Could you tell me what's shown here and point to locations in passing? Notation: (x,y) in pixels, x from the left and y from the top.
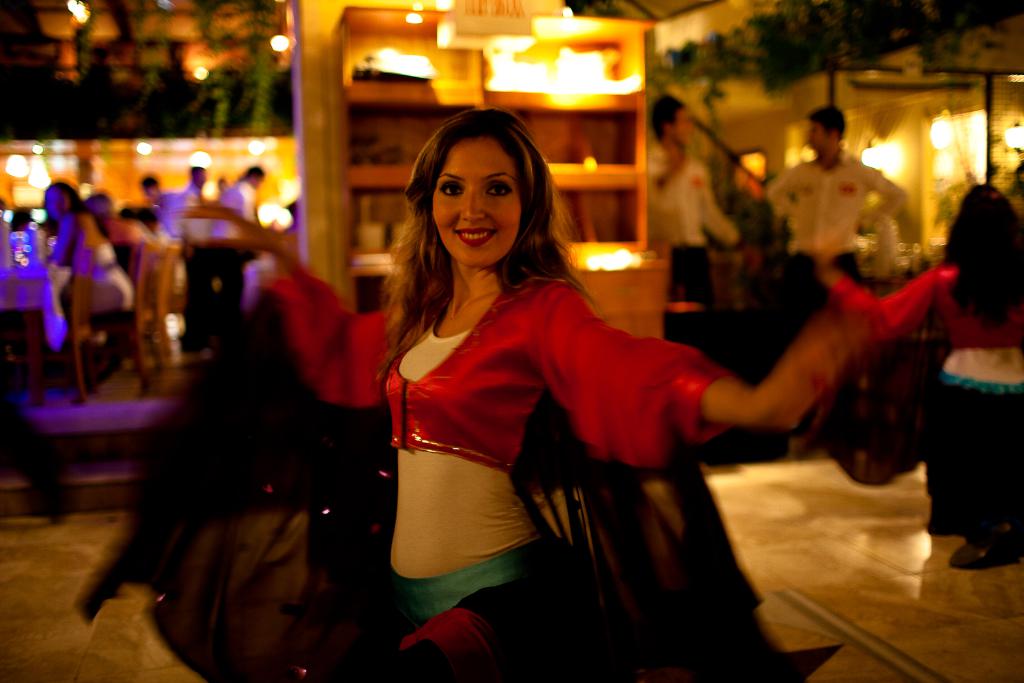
In the foreground of the picture (524,625) there is a woman (529,299), she is dancing. The background (72,112) is blurred. In the background (763,51) there are lights (42,160), plants (752,65), people (158,213), chairs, tables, staircase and many other objects (589,139).
